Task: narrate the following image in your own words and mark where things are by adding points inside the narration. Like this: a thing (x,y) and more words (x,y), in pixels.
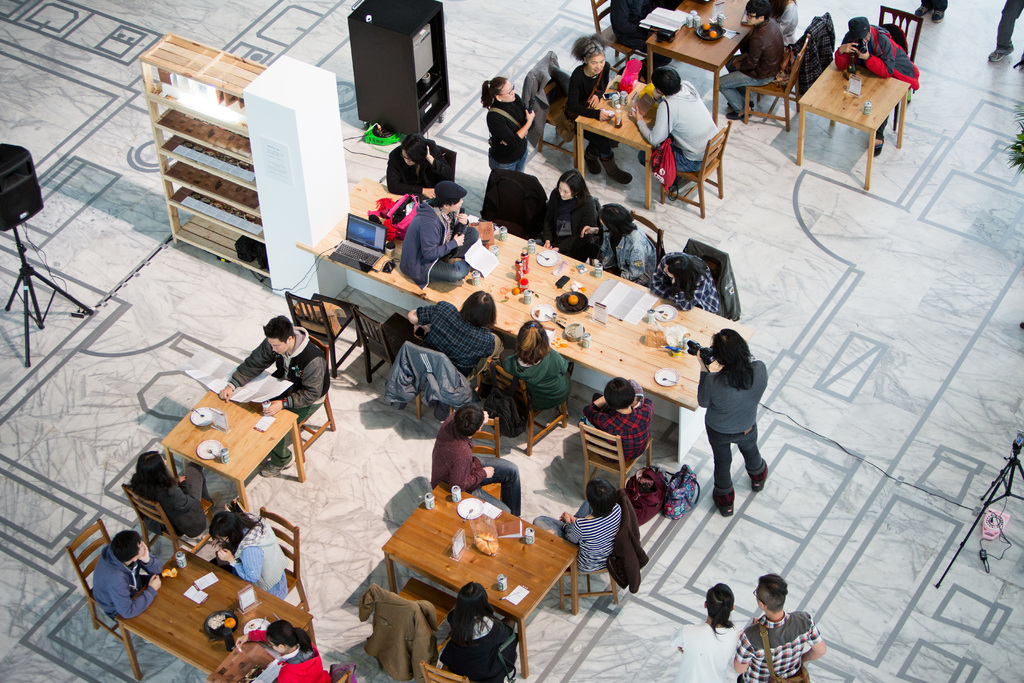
In this picture we can see persons (567,228) sitting on chairs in front of a table (447,527) and on the table (461,517) we can see plates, spoons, tins (431,496), papers (521,593), plate (263,634) of food (212,624). We can see few persons (793,671) standing and walking on the floor (358,165). This is a machine (383,94). Here we can see stand (26,296) with a speaker (29,200). This is a rack (228,124). We can see one man (415,258) sitting on a table (477,286), beside to him there is a backpack (397,212) and laptop (371,240).
